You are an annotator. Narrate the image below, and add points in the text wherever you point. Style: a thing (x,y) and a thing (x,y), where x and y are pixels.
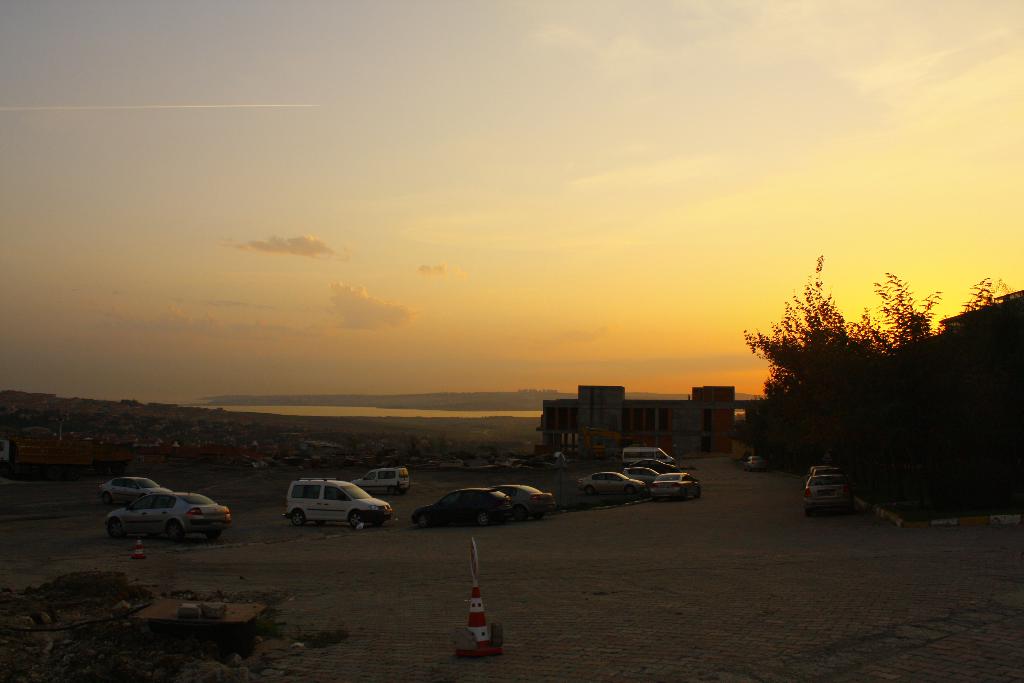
In this picture we can see cars (187,506), on the right side (931,426) there are trees (921,426), we can see a building (737,424) in the background (641,426), at the bottom (476,627) there is a traffic cone (485,637), we can see the sky (477,177) at the top of the picture (482,162), it looks like water (392,414) in the background (378,410), at the left bottom (89,626) there are some stones (126,605).
